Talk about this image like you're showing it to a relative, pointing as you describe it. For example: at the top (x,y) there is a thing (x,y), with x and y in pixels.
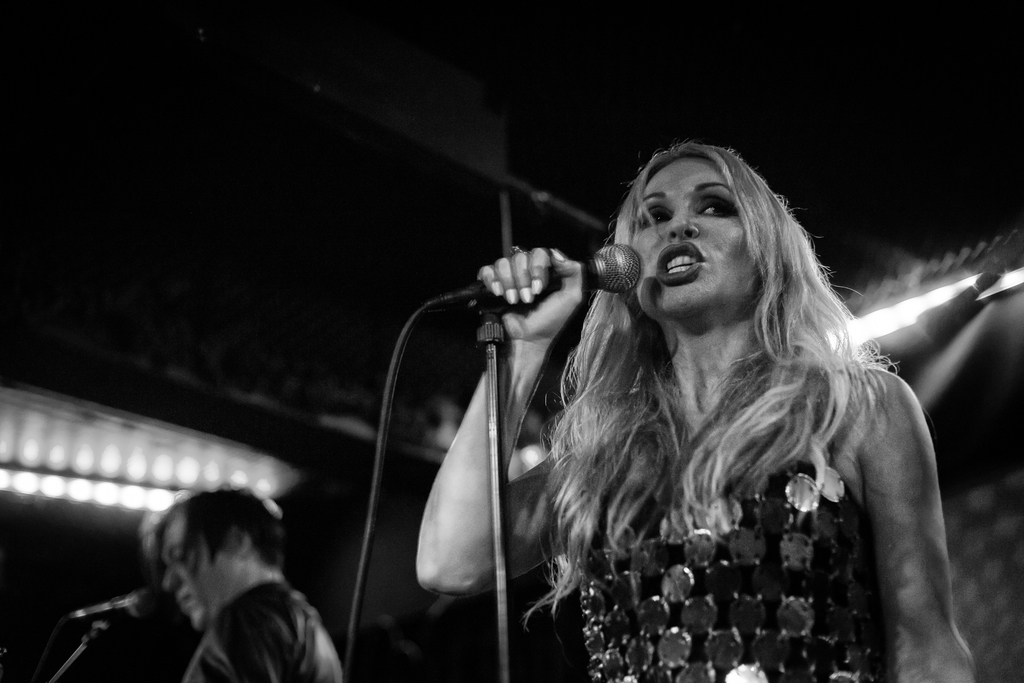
In this image we can see a person (755,220) is standing and singing, and holding a microphone (612,289) in the hand (535,291), and at side a person (188,553) is standing, and here are the lights (49,438).
